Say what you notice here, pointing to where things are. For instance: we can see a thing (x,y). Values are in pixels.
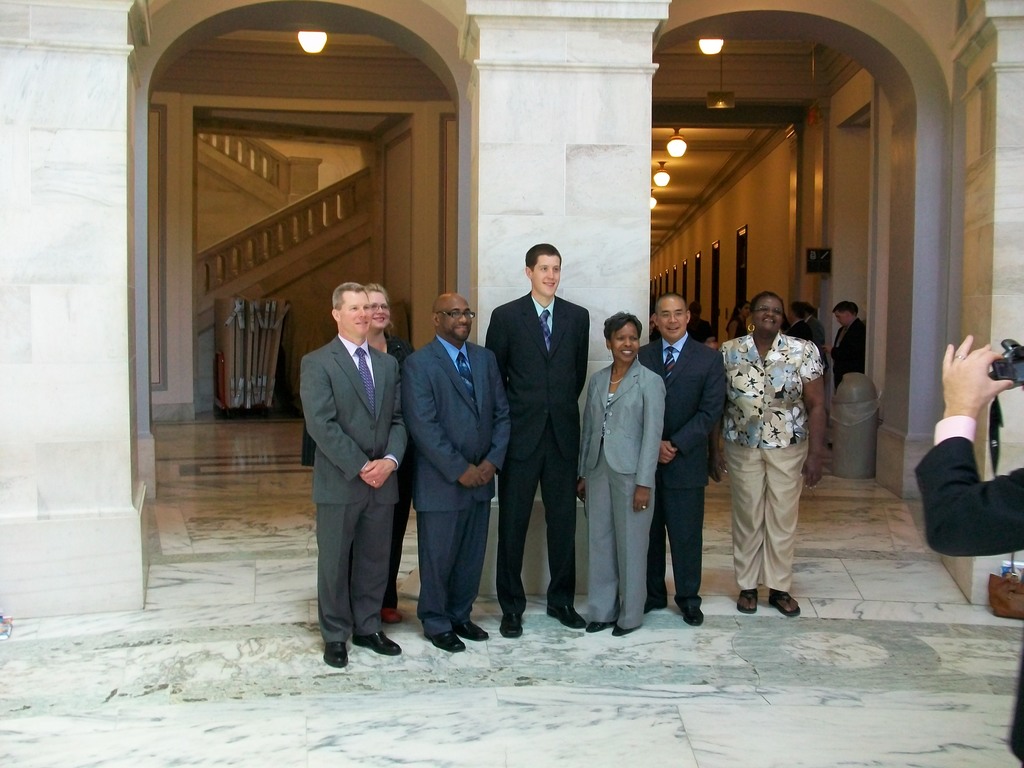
In this image there are people (521,510) giving pose for a photograph, in the background (28,325) there are pillars (485,182), at the top (679,140) there is a ceiling (689,153) and lights (679,140) on the right side (966,396) there is a person (980,372) taking a picture with a camera (996,380).
